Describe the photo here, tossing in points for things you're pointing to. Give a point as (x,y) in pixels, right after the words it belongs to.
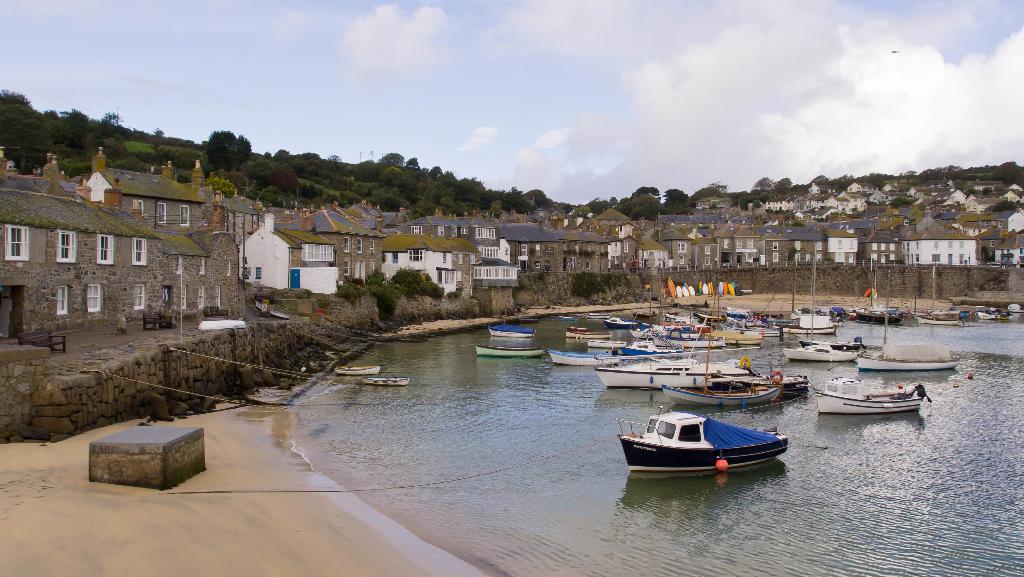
In this picture there are ships (636,376) on the water (545,419) in the center of the image (675,322) and there are houses (11,258) on the right (730,236) and left side of the image (156,258), there are trees (958,168) in the background area of the image (286,156) and there is sky (795,159) at the top side of the image (384,130).
